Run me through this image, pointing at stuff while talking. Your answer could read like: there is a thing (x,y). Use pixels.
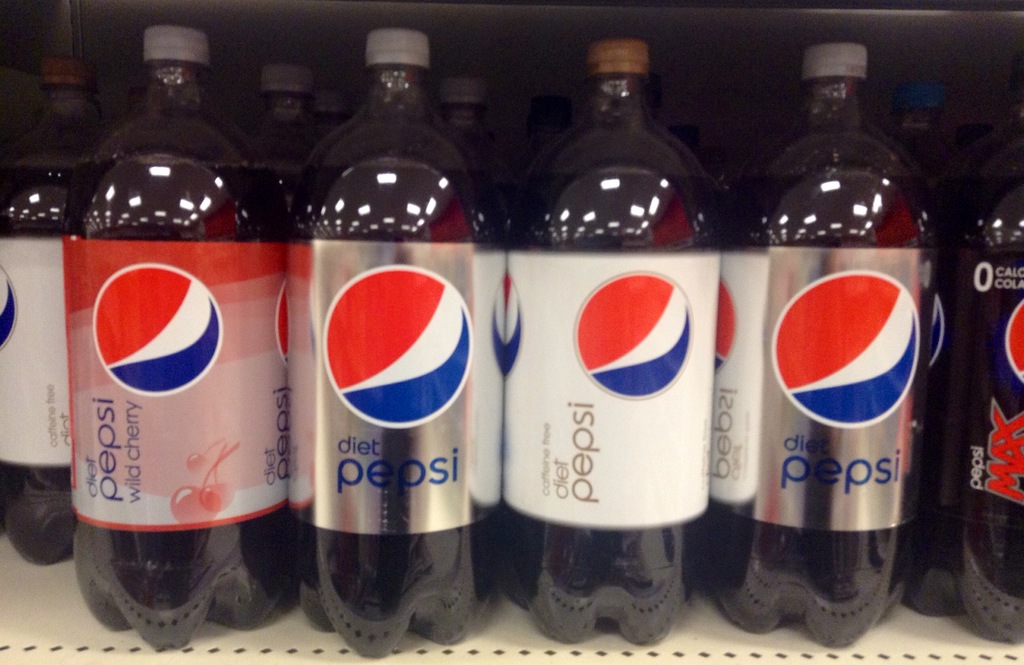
This is a picture in a shelf (532,636) of a Pepsi bottles (559,193).
